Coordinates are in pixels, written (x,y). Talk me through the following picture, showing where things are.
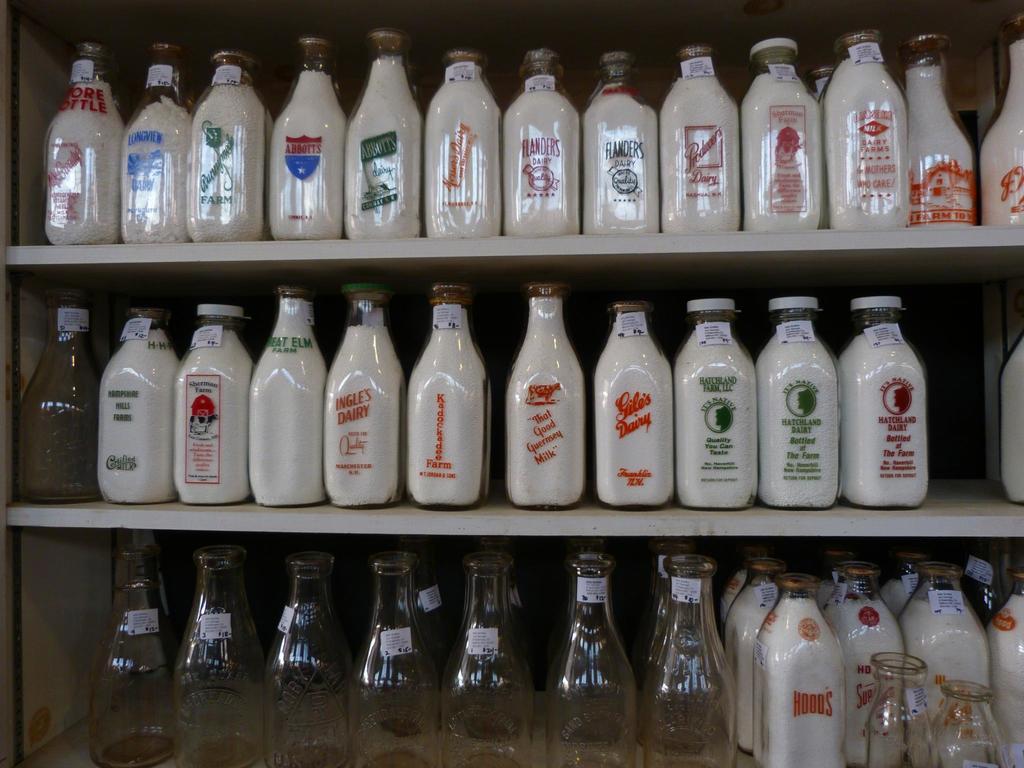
In this image i can see different types of glass bottles (442,370).
